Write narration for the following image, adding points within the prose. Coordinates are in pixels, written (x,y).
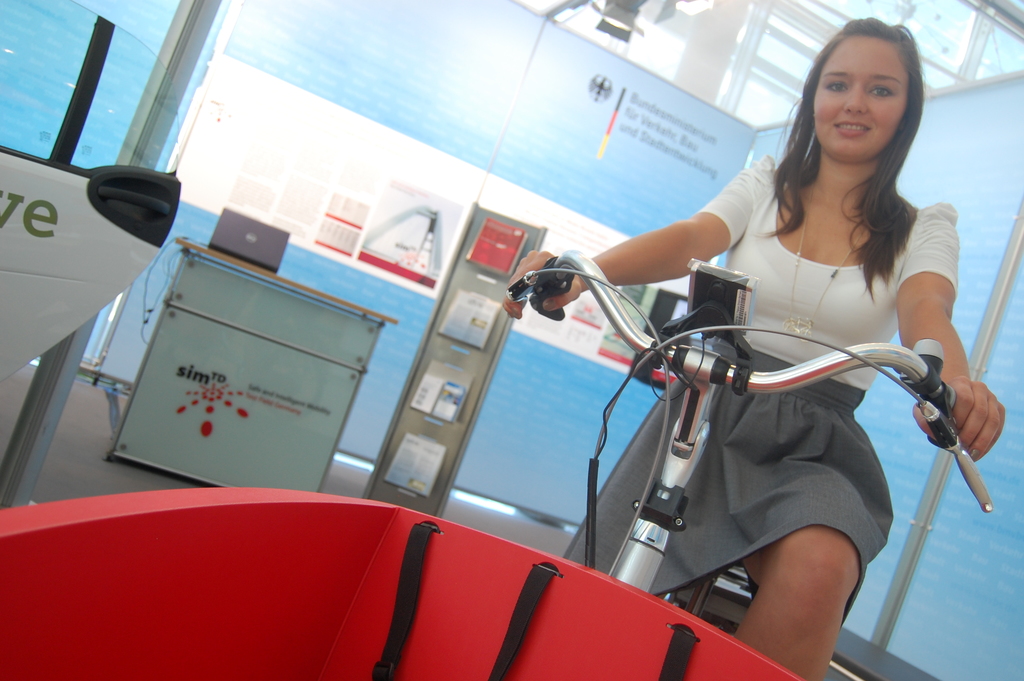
In this picture we can see a red object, woman (748,397) smiling and sitting on a bicycle (656,368) and at the back of her we can see books (489,331), table (251,358), posters (333,194), walls (633,228) and some objects (71,240).
